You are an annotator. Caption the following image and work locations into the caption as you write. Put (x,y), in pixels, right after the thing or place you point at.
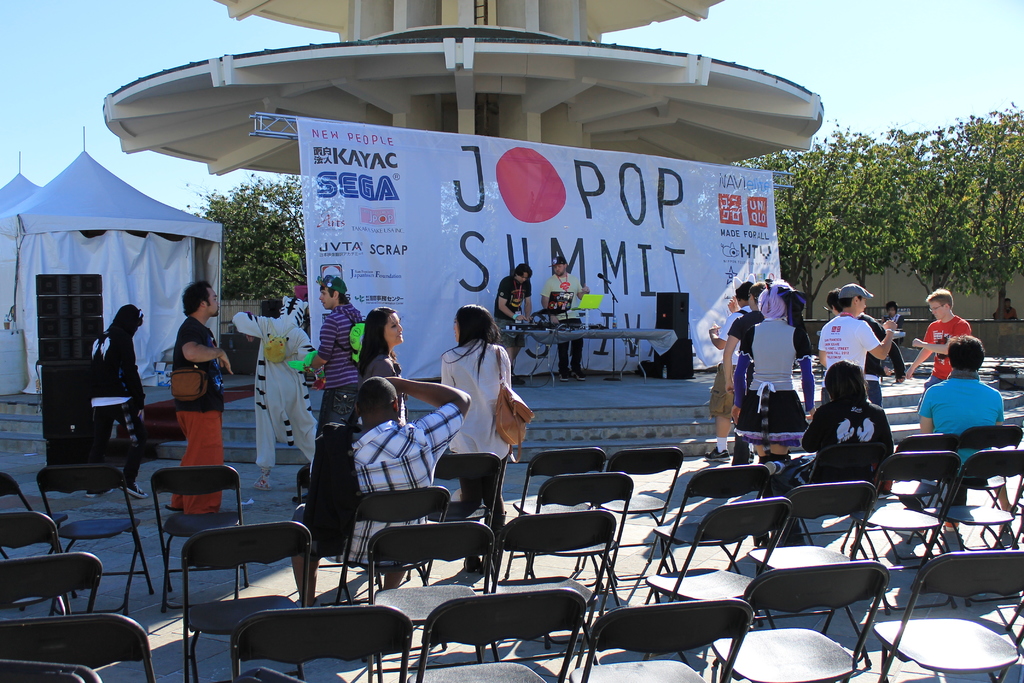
There are few chairs (466,506) on the road (147,518) and three persons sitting on the chair (398,514). In the background (241,321) there is a mascot (292,409) and few people (328,409) standing on the road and there are two men (556,275) standing on the stage (536,433) at the table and we can see a mike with stand (612,291), speaker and there are some other items (547,322) on the table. We can also see hoarding (720,304), tents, trees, tower (678,106) and sky (868,56).
